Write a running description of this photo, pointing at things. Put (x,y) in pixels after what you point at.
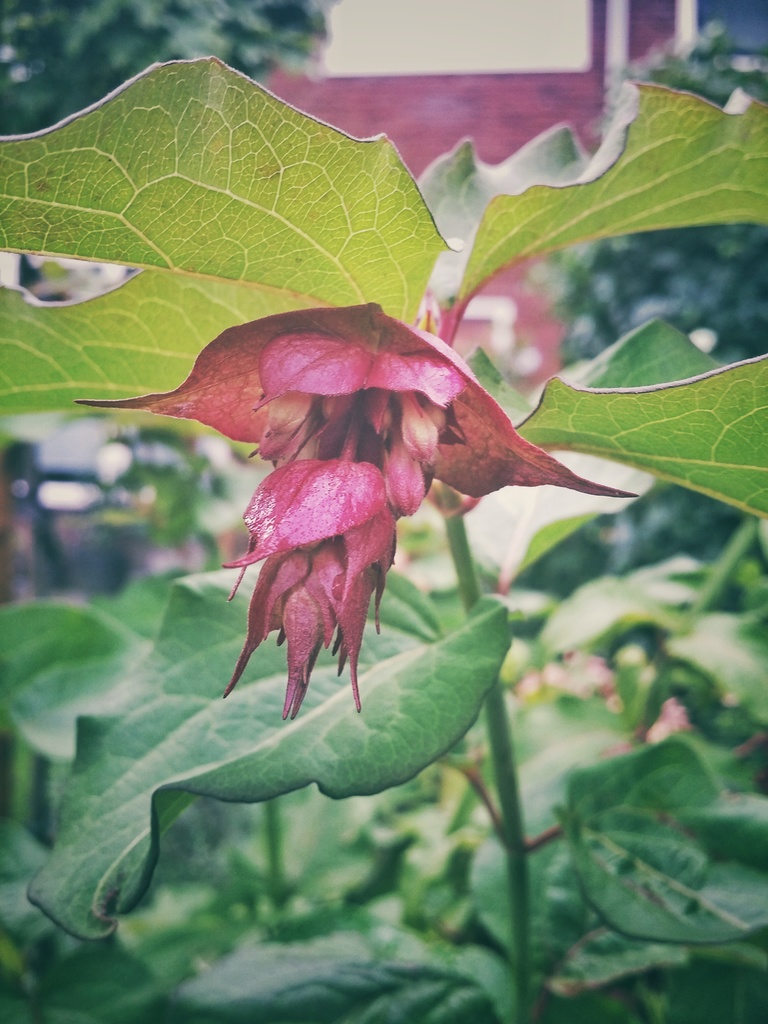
In this image we can see flower (437,393) to the plant (451,438) and building (567,118) with pipelines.
